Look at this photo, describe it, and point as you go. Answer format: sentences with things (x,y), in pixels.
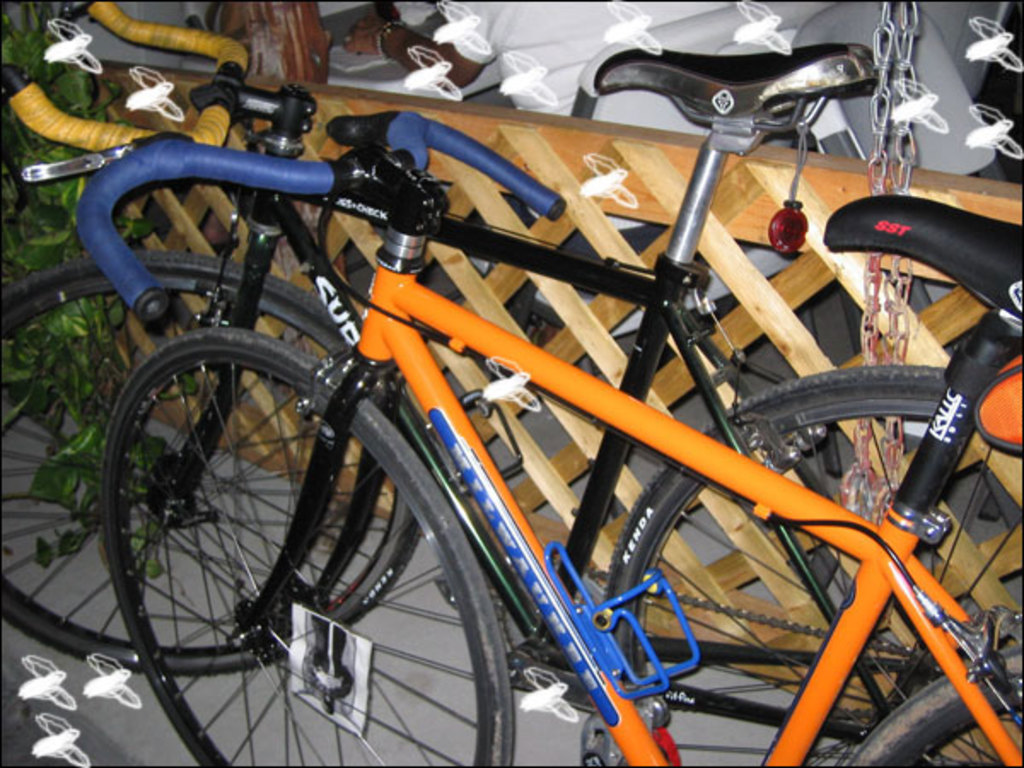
In the picture I can see two bicycles (529,249) and a wooden fence (748,229). There is a person (419,38) at the top of the image (681,8), though the face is not visible. I can see the stainless steel chain (890,138) on the top right side (902,178).
